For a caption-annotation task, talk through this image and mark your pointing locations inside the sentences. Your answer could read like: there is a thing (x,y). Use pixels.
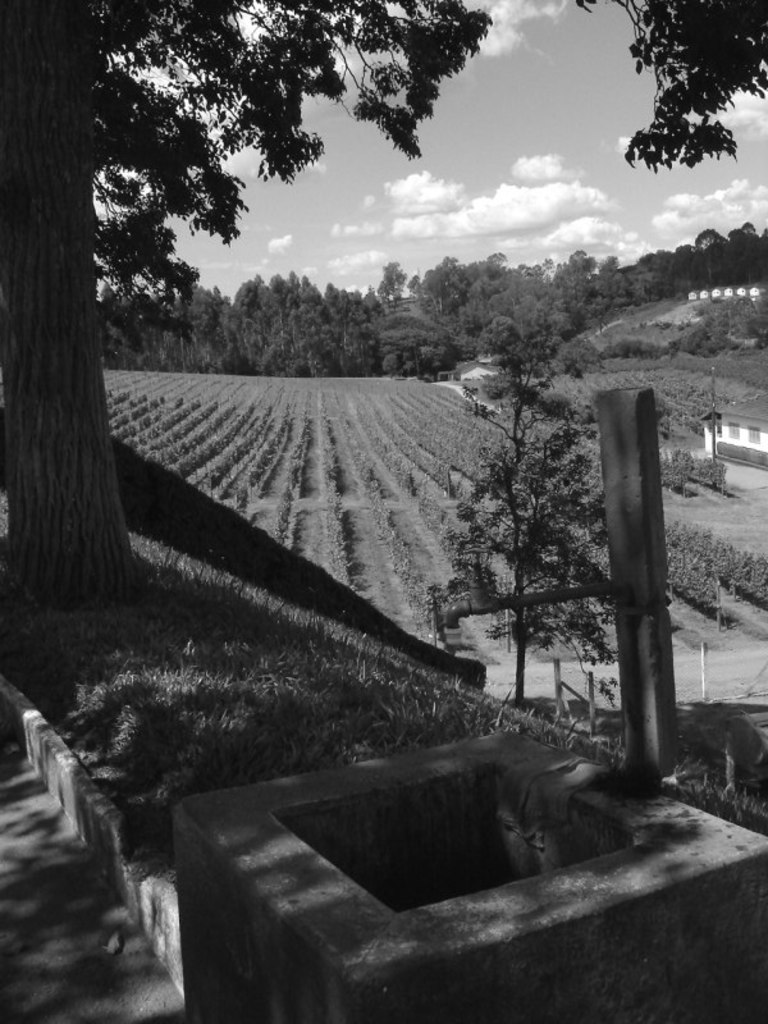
In front of the image there is a concrete structure (471,838). There are poles (671,690). There is grass (265,691) on the surface (179,656). There are trees (49,3), plants (686,472), buildings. At the top of the image (460,201) there are clouds (452,180) in the sky (505,143).
